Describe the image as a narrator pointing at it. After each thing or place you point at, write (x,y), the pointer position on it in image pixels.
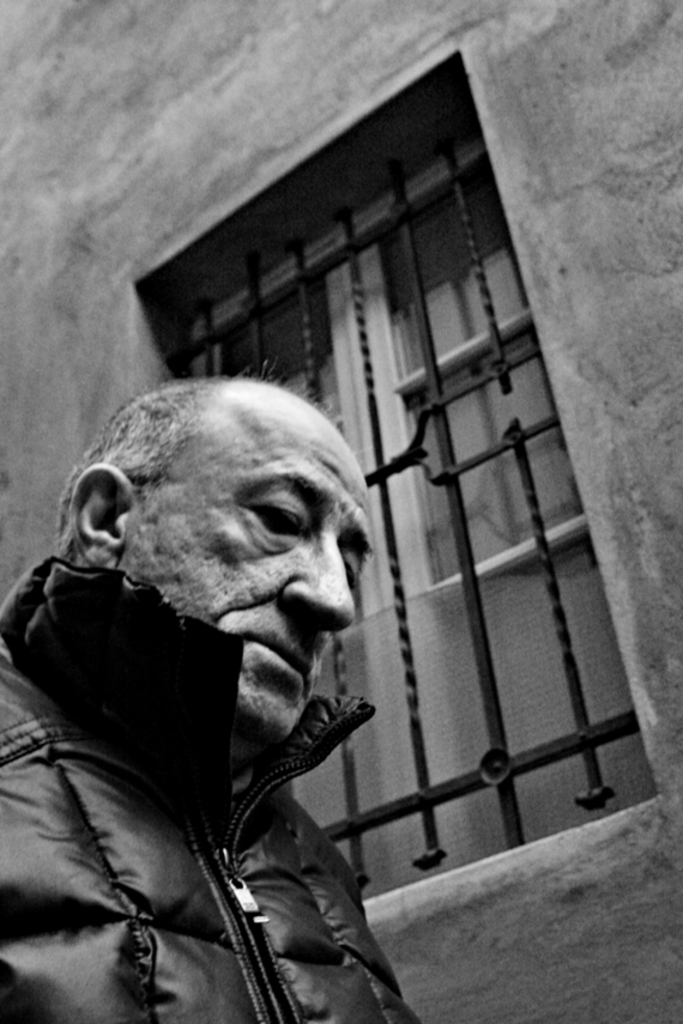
In this image there is an old man (285,757) on the left side (191,831). There is a wall (464,30) with a window (476,143). There are grills (480,675) and wooden doors (382,264) for the window (425,253).
